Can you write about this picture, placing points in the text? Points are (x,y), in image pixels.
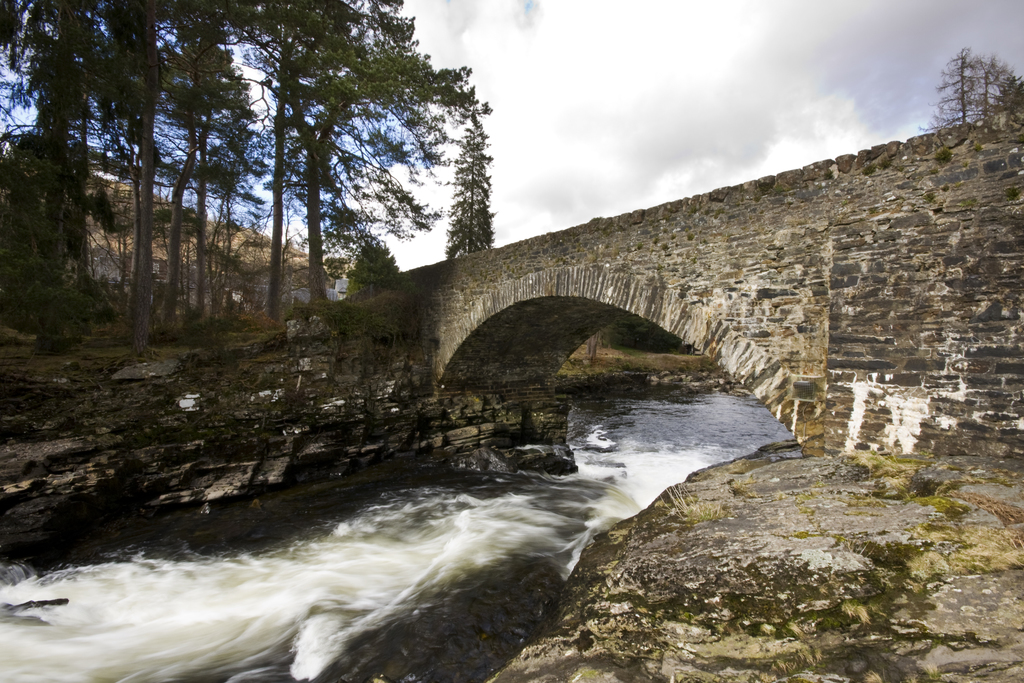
In this picture we can observe water (613,489) flowing under this bridge (560,300). There are some trees (80,186). In the background (561,75) there is a sky (545,116) with some clouds (600,90).
